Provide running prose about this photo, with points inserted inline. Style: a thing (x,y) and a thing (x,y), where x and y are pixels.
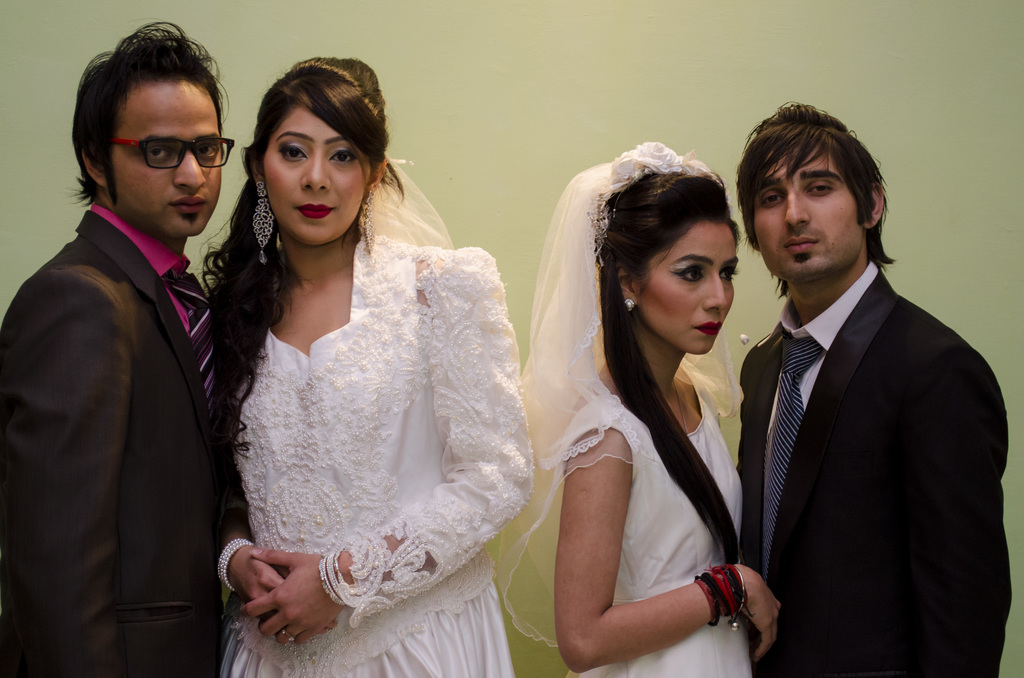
On the right (953,633) there is a couple (728,553) standing. On the left (325,445) there is another couple (239,372) standing. In the background (815,32) it is wall (426,78) painted green.
